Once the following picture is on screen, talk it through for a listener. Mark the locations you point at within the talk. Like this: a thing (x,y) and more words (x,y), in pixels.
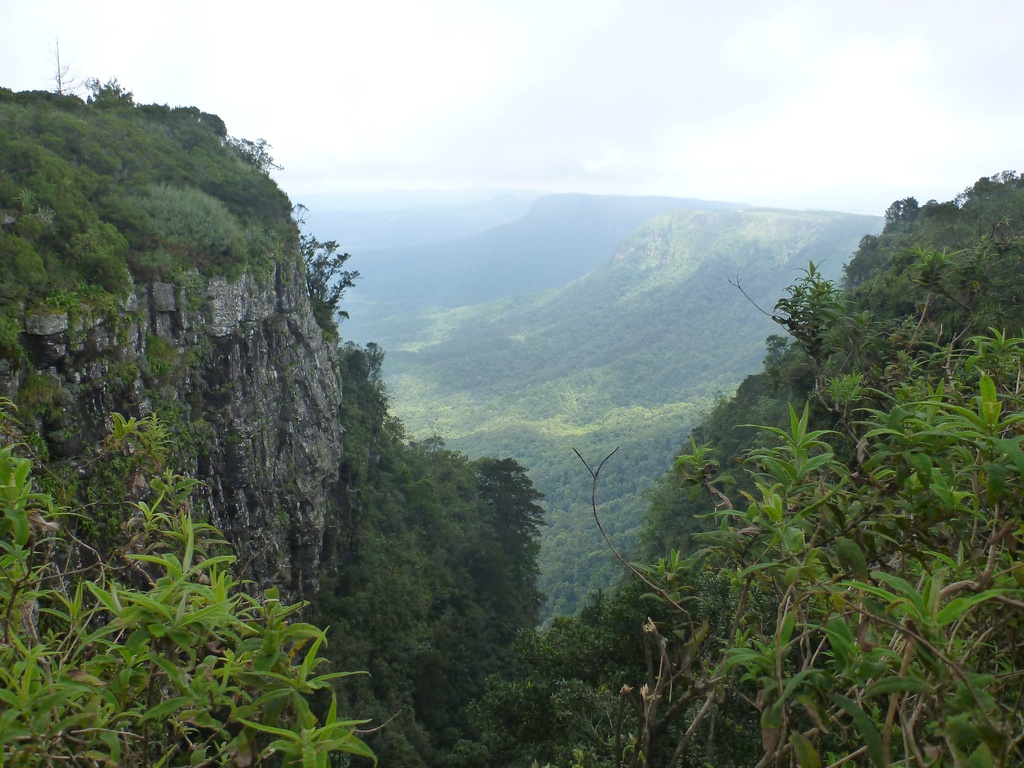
In this image, I can see the mountains (540,240). These are the trees (102,193) and the plants (815,569) with the leaves (761,579) and branches (744,599). This is the sky (640,150).
